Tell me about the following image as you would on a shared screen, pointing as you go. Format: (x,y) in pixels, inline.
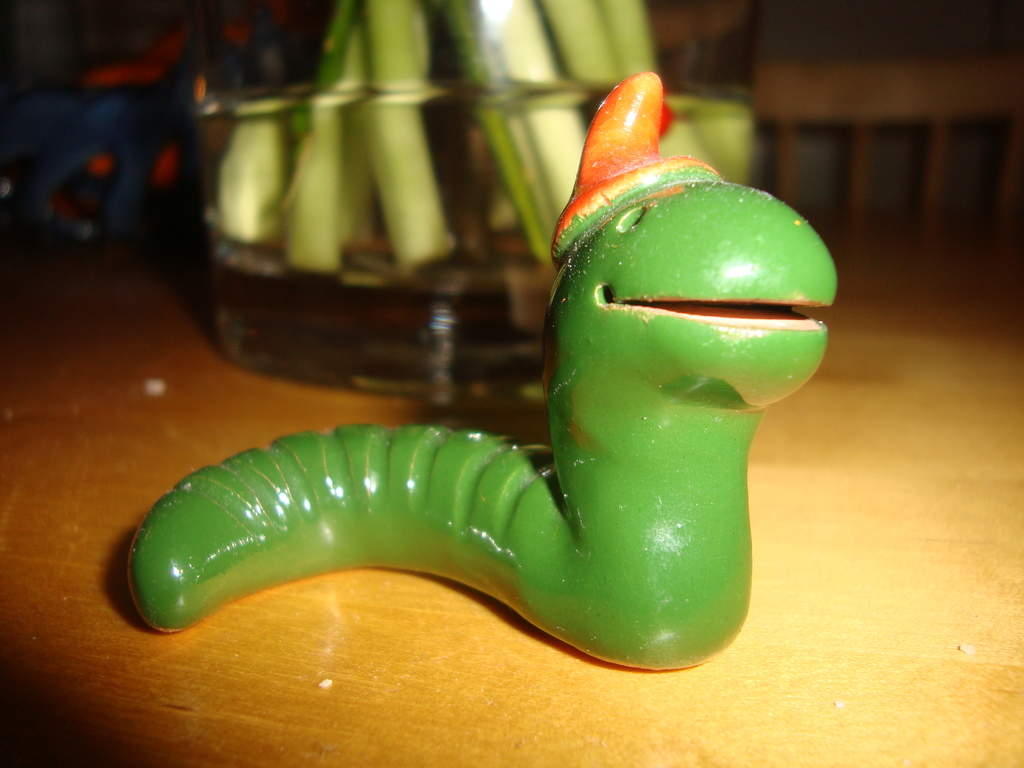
In this image there is a wooden table (516,693). In the foreground (677,482) there is a toy of caterpillar (518,474) on the table (425,618). Behind the toy (445,503) there is a bowl (481,269). There are a few objects (520,33) in the bowl (292,86). To the right (853,127) there is a chair (949,103) near to the table (863,322). To the left (65,186) there are toys (91,152) on the table (864,337).
